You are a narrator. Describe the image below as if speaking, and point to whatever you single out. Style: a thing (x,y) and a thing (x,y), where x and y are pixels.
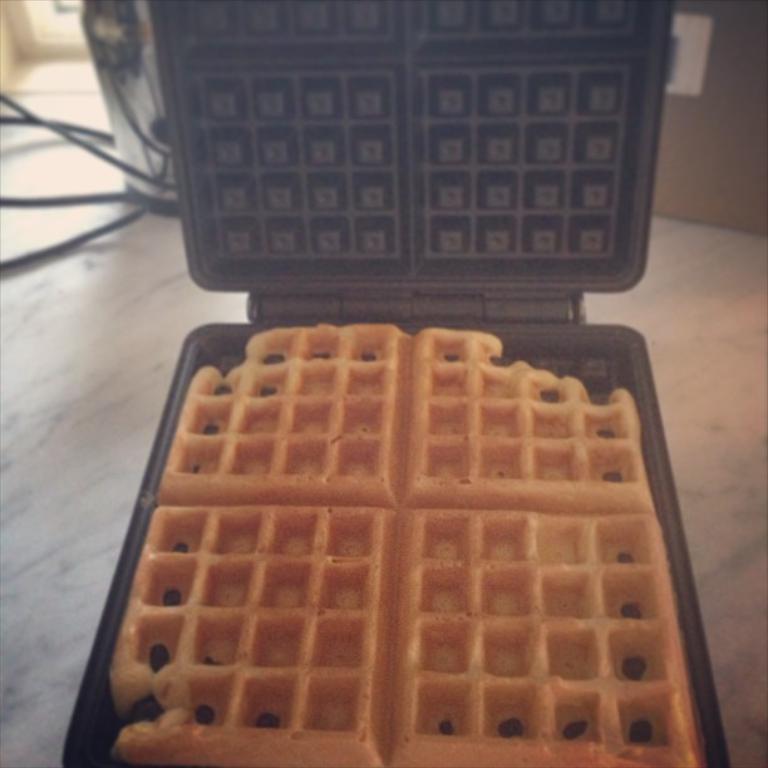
In the middle of the image (385,371) we can see a waffle (457,448) and a machine (461,166).
